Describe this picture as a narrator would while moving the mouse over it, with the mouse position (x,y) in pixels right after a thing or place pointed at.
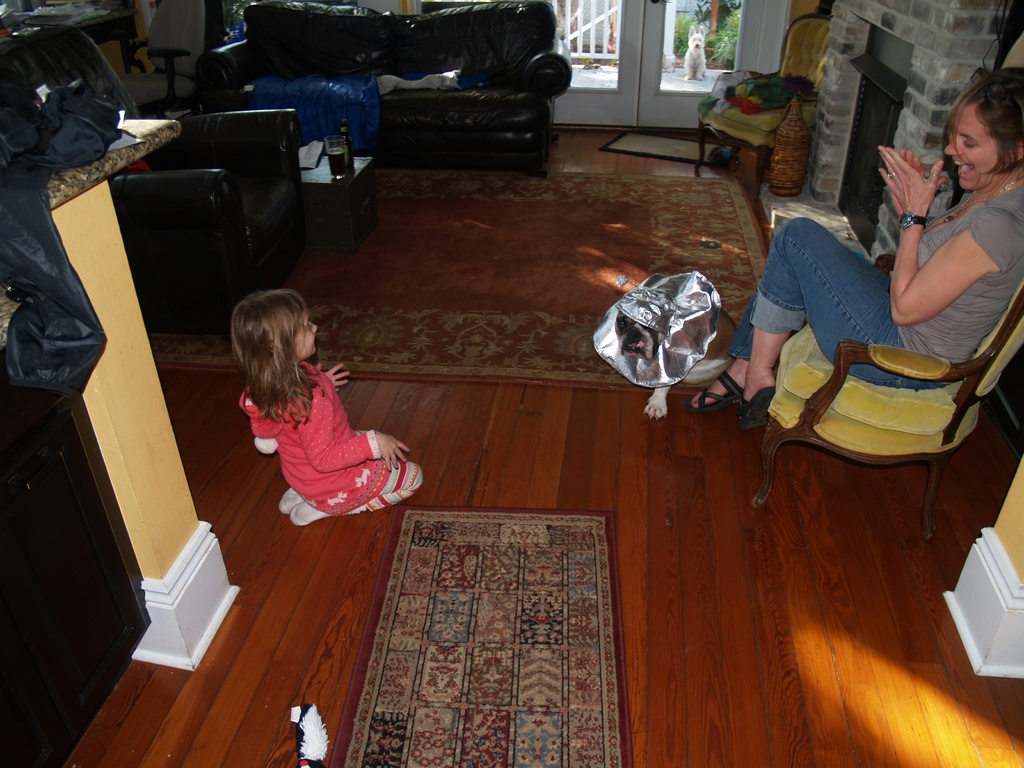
In this image there is a couch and a chair (818,389). On the table (354,197) there is a glass (339,152) and a bottle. On the chair (827,376) the woman (939,275) is sitting on the floor (474,413) the child (304,325) and a dog (684,360) are sitting. At the background (645,66) we can see the glass door (632,82).
